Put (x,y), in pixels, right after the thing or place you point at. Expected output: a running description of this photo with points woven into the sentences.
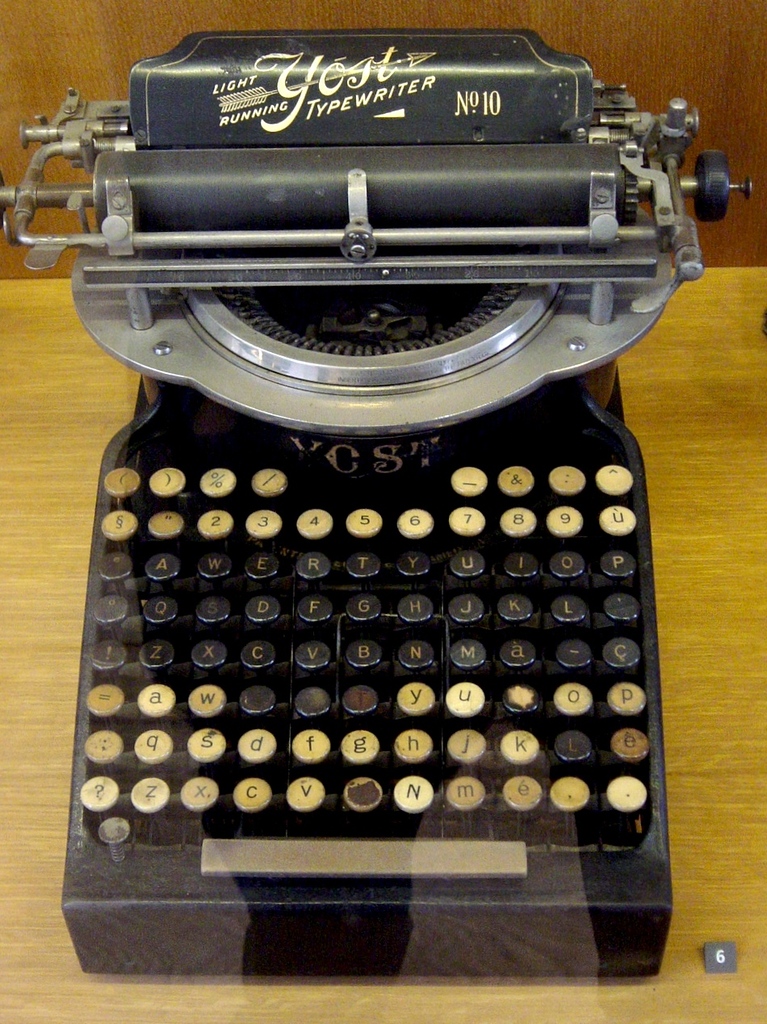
In the center of the image (319,389) we can see a typewriter (289,575) placed on the table (662,538).
